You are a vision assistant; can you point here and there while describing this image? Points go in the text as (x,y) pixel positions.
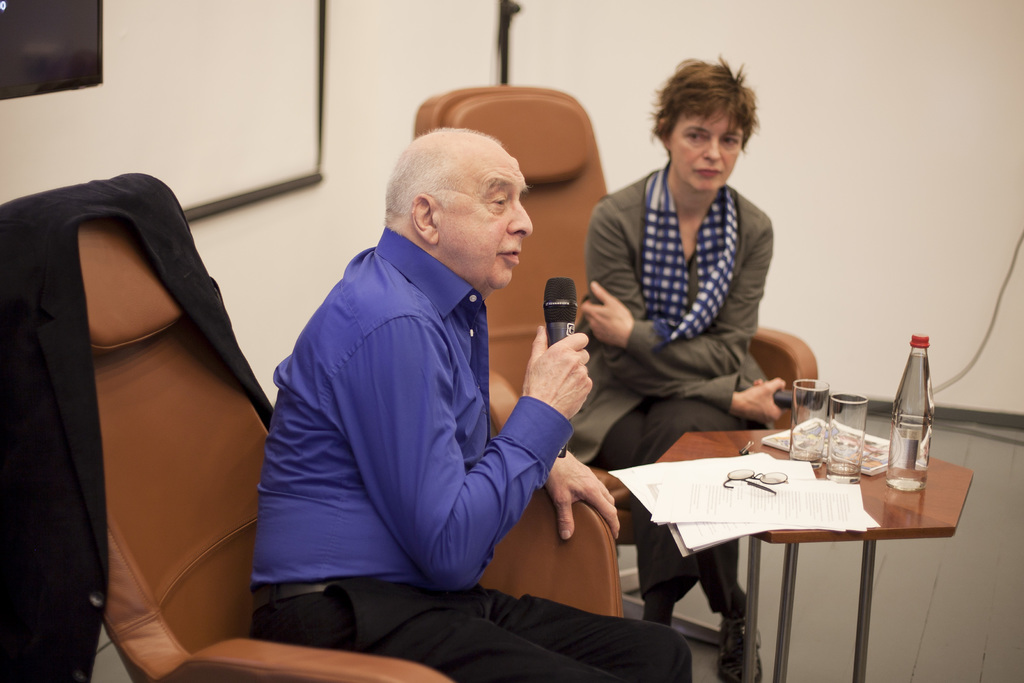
In the picture we can see a man (450,389) and a woman (677,404) sitting on a chairs (491,399), the chairs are brown in colour, a man (441,378) is wearing a blue shirt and talking in a microphone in the background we can find white wall (598,96) with whiteboard (97,86). In front of them there is a table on it we can see papers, bottles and glasses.
